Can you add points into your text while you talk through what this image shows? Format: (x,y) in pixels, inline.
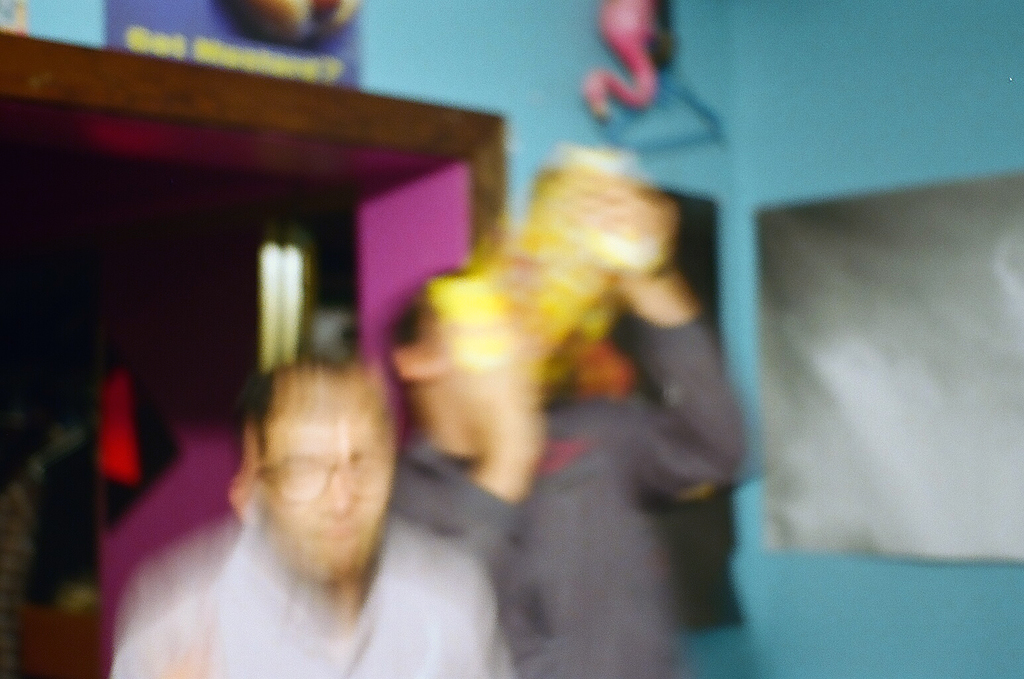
In this picture there is a man (561,450) who is wearing grey jacket (648,457) and he is holding yellow color container (555,293). Beside him we can see another man (411,556) who is wearing spectacle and shirt (422,647). Both of them are standing near to the wall (944,110). On the right (896,402) we can see the boards (994,217) on the wall (930,96). At the top (208,15) we can see some objects (341,10).
